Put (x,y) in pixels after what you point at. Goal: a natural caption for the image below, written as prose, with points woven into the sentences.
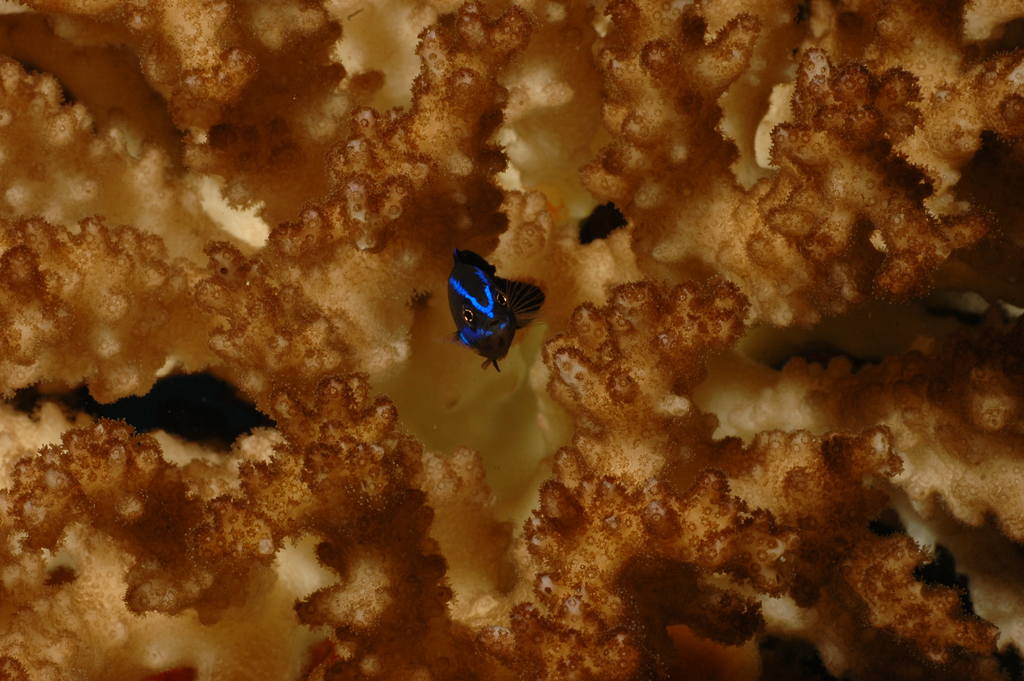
In this picture we can see a fish (487,364) in the water (449,361). Behind the fish (483,298) they are looking like corals (294,278).
